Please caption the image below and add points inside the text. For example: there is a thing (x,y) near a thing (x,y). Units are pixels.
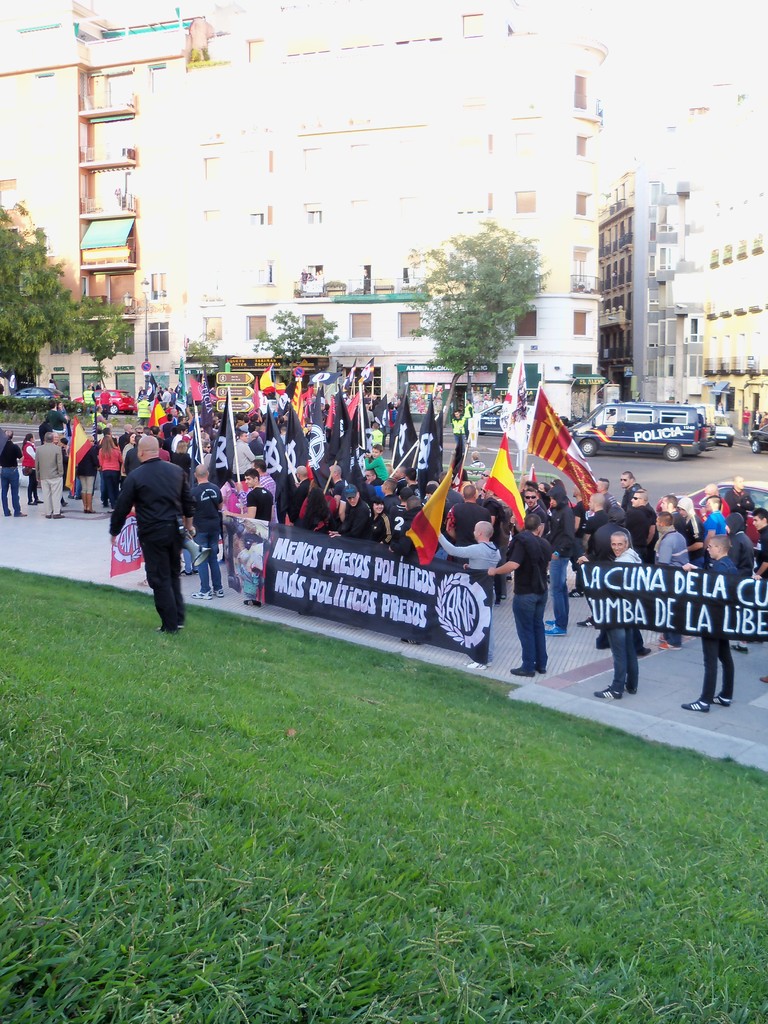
In this image we can see there are people (468,489) standing on the road (700,473) and holding banners (370,572) and flags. And there are vehicles (682,447) on the road (679,462). And we can see there are buildings (397,372), boards (301,367), trees (290,347) and grass (260,820).
